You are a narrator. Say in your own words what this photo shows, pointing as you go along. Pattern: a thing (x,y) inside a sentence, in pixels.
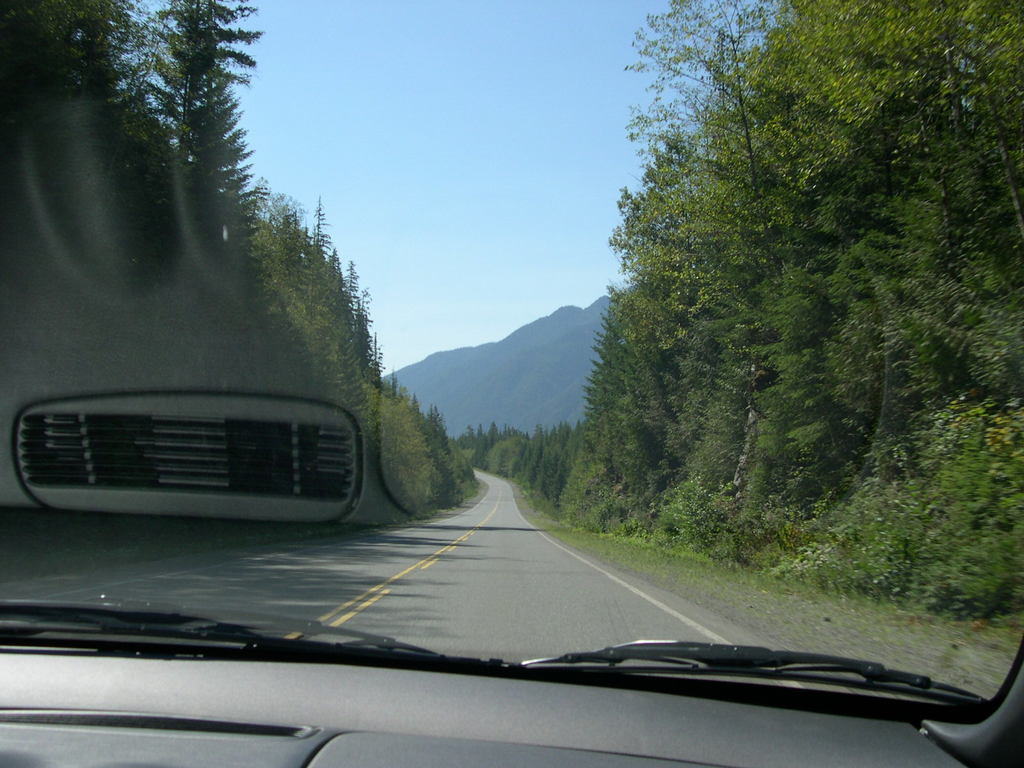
In this image in the foreground (449,659) there is one vehicle (272,721) and a window (231,504) and through the window (430,475) we could see some trees (797,367) mountains (525,387) and a road (555,574), and at the top of the image (472,212) the sky (420,229).
